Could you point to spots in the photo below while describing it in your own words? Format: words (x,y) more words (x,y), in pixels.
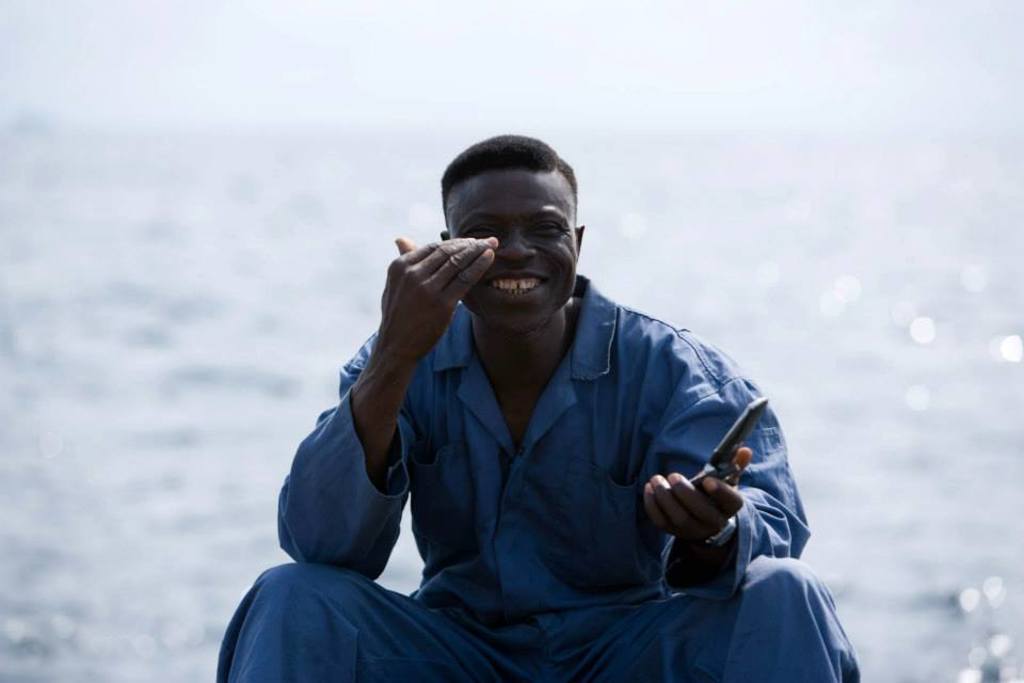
In the center of the picture (565,361) there is a person (518,427) in blue dress (597,414), holding a phone (757,414). In the background (225,209) there is a water body (889,381).
